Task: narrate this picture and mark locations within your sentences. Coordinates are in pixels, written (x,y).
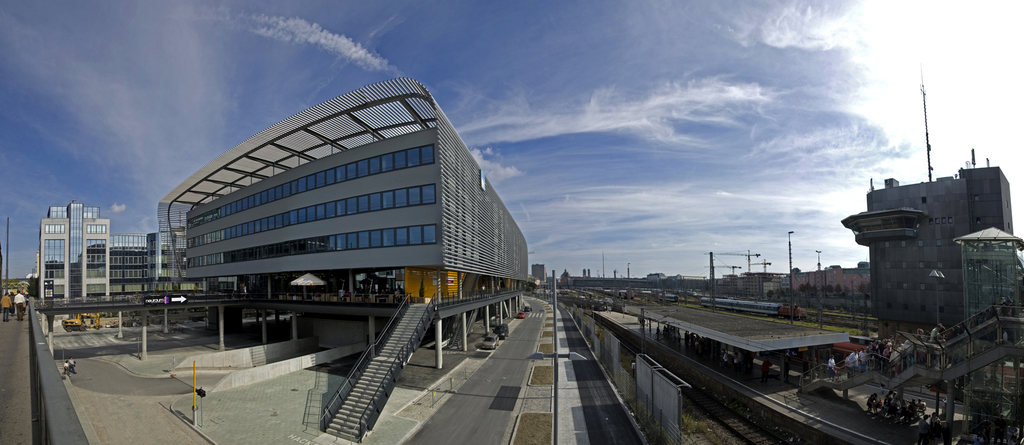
In this image I can see a building (341,227). On the right side of the image (900,407) there are few people (864,369). In the background (669,135) I can see clouds (732,131) in the sky (306,91). On the left side (44,230) there is another building (108,273).
